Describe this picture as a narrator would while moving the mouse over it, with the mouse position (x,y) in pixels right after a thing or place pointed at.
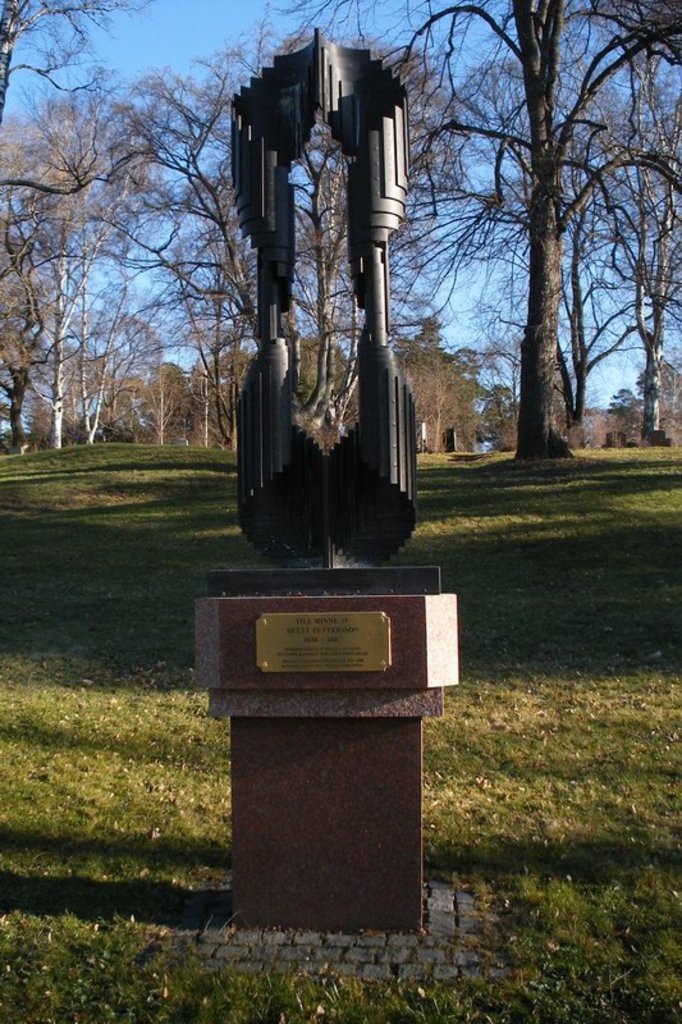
In this picture I can see a statue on the pedestal (205,621), and in the background (562,217) there are trees (404,250) and the sky (152,229).
